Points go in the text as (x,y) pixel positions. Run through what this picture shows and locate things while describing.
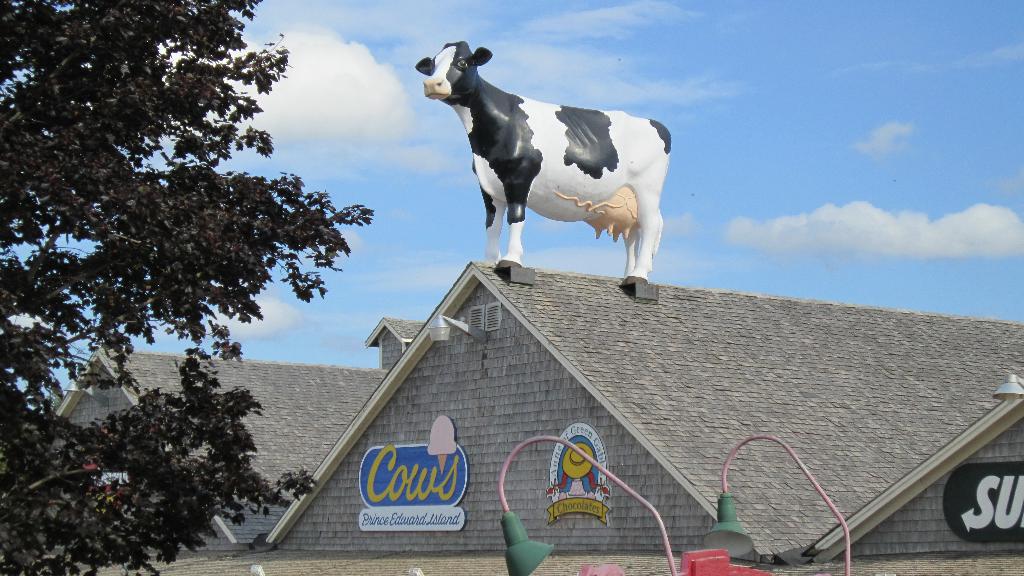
In this image we can see that there is a roof (324,373) in the middle (544,331). Above the roof (582,330) there is a statue of a cow (486,187). To the wall (514,472) there are boards (453,479). On the left side (52,313) there is a tree (58,266). At the top (861,55) there is the sky (846,68). At the bottom (528,548) there are lights (517,534). On the right side (973,505) bottom there is some text (985,505).
